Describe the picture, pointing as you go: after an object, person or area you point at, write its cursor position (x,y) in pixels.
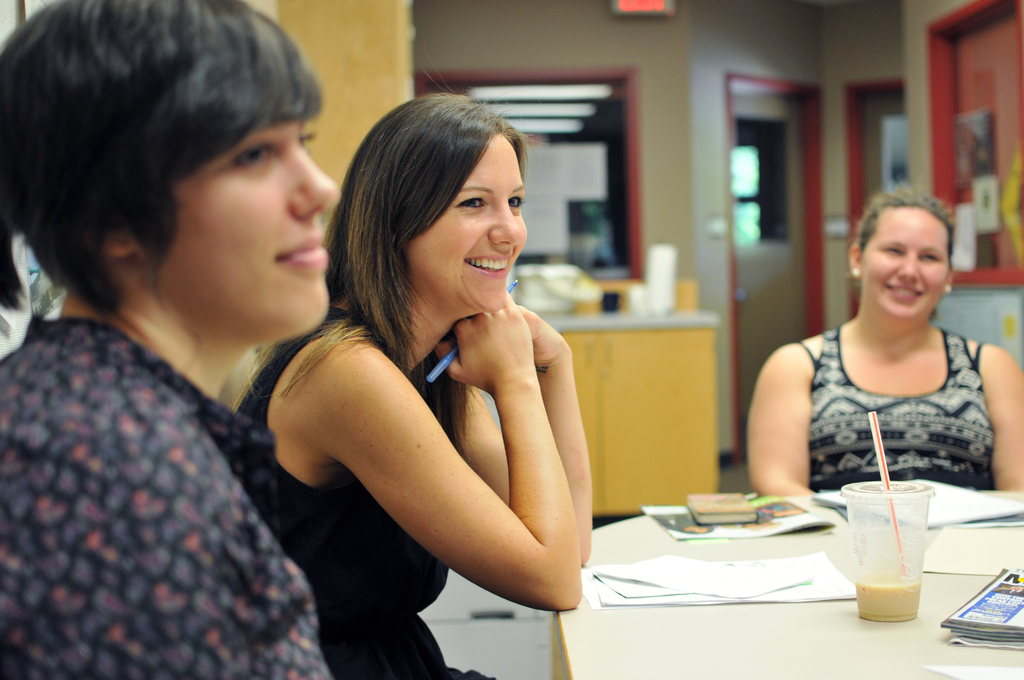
In the image we can see there are women (538,389) who are sitting on chair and on table (836,632) there is a coffee glass (894,592) and papers (674,576).
